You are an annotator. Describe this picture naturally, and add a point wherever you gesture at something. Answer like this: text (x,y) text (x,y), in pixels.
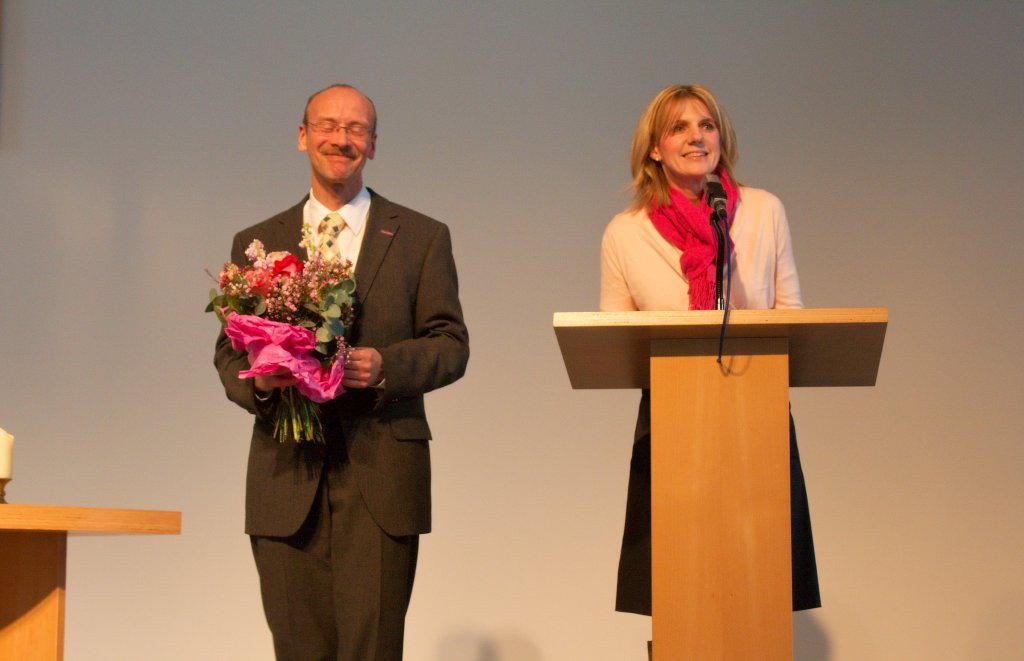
In the image we can a man (297,209) and a woman (694,175) standing, they are wearing clothes (348,257) and they are smiling. The man (235,352) is holding a flower Bouquet (278,345) in hands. Here we can see the podium (693,351), microphone (717,290) and the wall (799,215).
